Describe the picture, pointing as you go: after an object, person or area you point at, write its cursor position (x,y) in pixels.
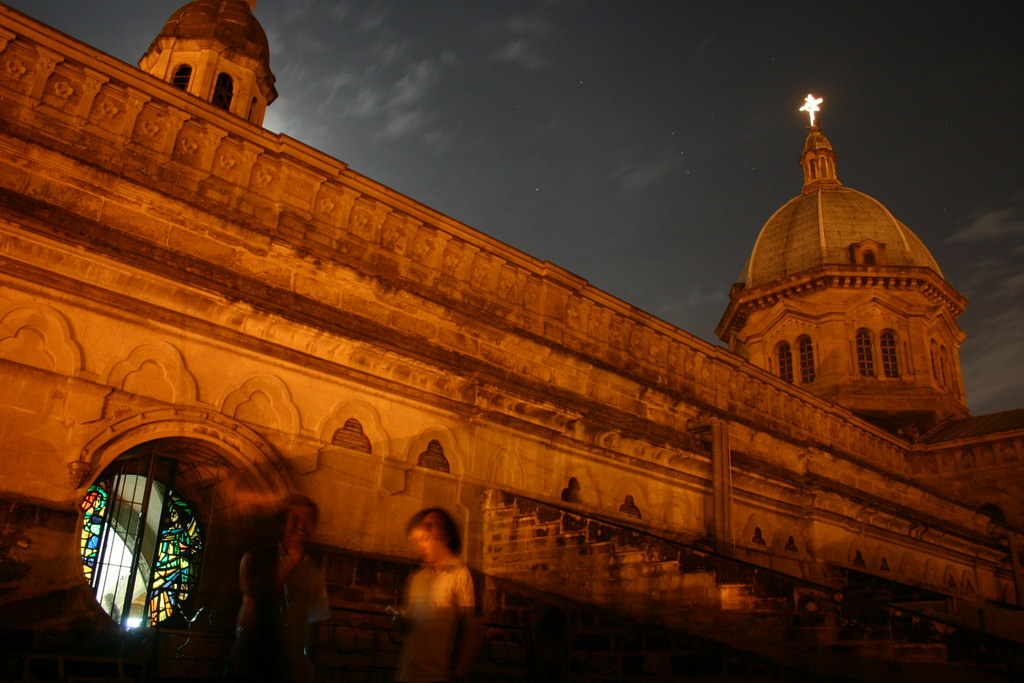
In this picture we can observe a building (384,299). There is a dome (811,240) on the building (782,245). On this dome (811,216) we can observe cross (813,119). There are two persons (432,581) standing in this picture. In the background (498,199) there is a sky (450,119).
